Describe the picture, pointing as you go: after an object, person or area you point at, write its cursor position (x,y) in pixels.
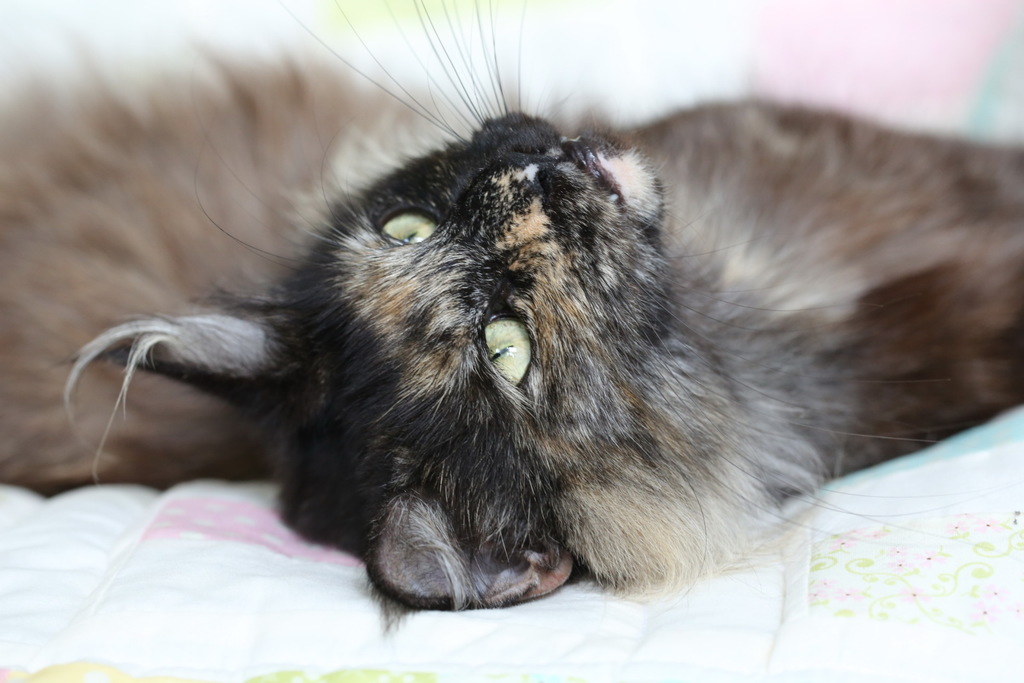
This picture shows a cat (420,327) on the bed (416,682). The cat (701,333) is black and brown in color.
